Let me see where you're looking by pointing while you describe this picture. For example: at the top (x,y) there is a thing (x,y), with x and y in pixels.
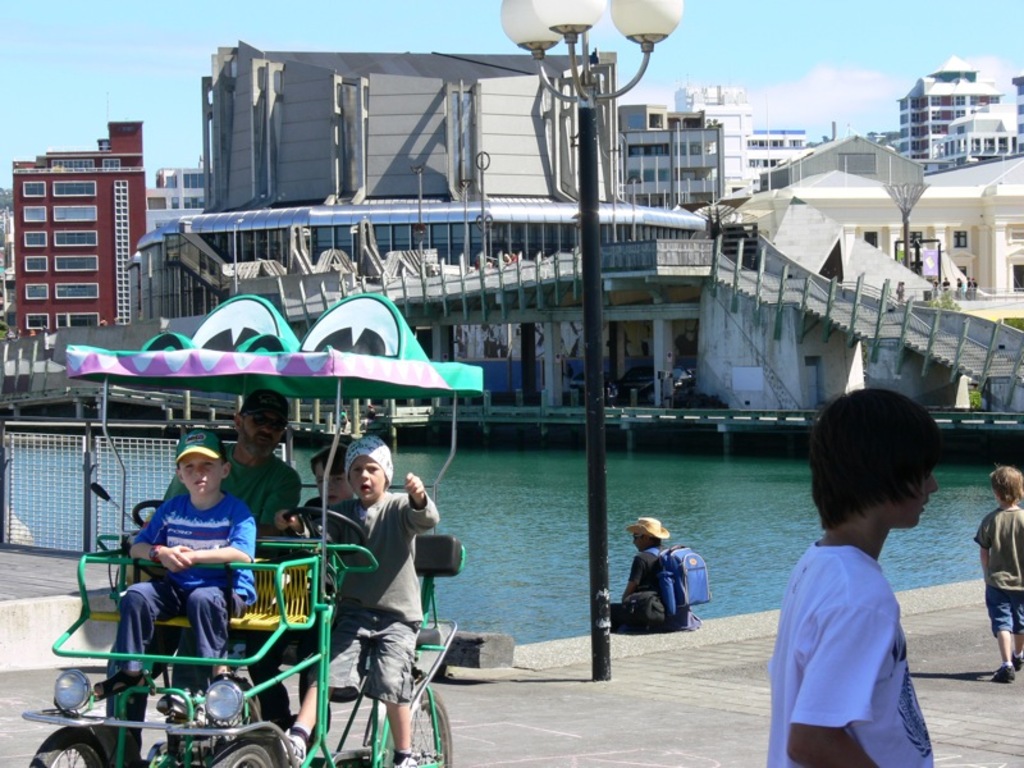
This picture is clicked outside. On the left (338,534) we can see the group of people (249,513) sitting in the vehicle (271,580), and on the right (1012,561) we can see the two people (829,555) wearing t-shirts (881,601) and seems to be walking on the ground (775,629) and we can see a person (642,549) wearing a hat (655,526), backpack (684,578) and sitting on the ground (651,660) and we can see the lamp post (555,16) and a water body (642,500). In the background (803,35) we can see the sky (853,59), buildings (766,169), stairway (847,301) and some other items (657,341) and the group of people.
